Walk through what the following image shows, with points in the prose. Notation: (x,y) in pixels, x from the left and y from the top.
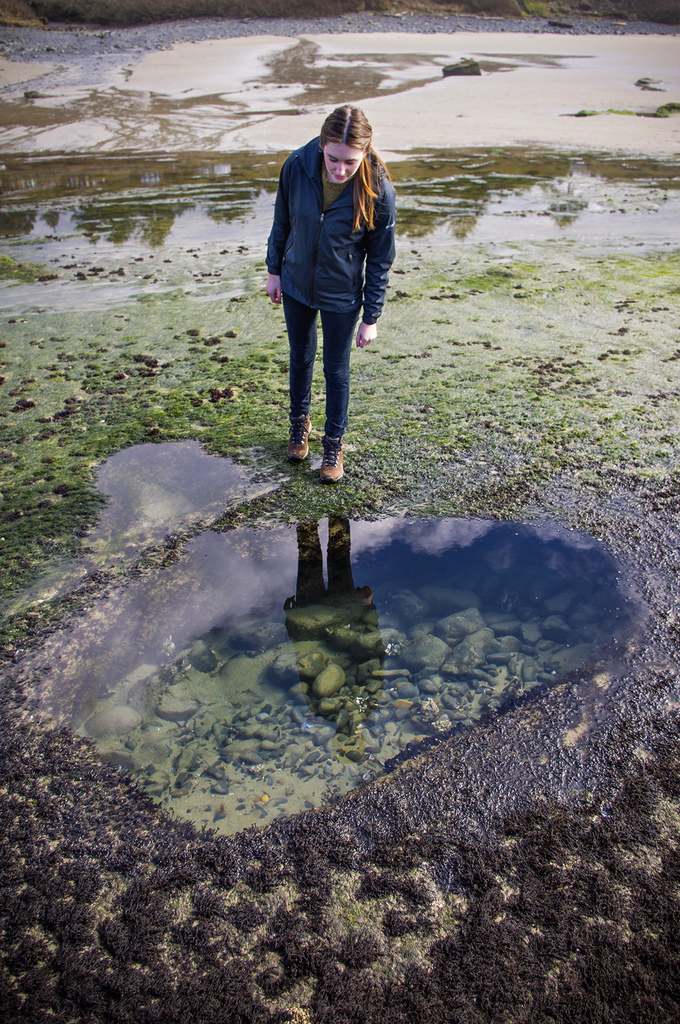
In the picture we can see a woman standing on the wet surface (434,403) of grass (145,421) and we can also see some water (556,220).
